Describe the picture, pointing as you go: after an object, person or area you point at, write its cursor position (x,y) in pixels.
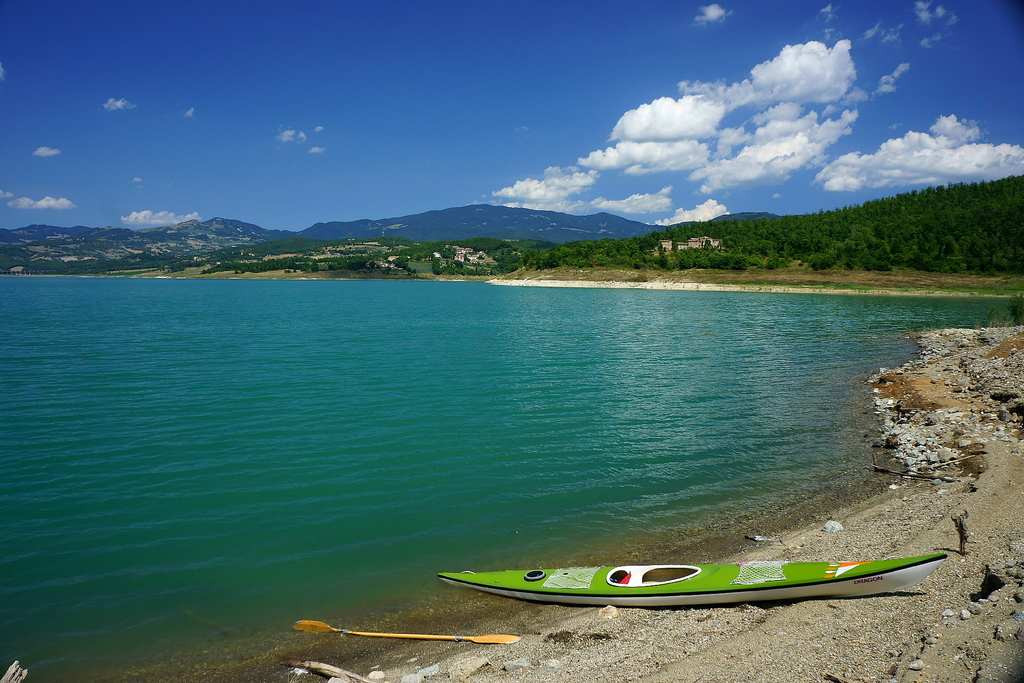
In this picture there is a sea (434,301) surrounded with trees (832,258) & mountains (620,221) and there is a boat (613,572) on the sea shore (725,660). Here the sky (906,186) is blue.
